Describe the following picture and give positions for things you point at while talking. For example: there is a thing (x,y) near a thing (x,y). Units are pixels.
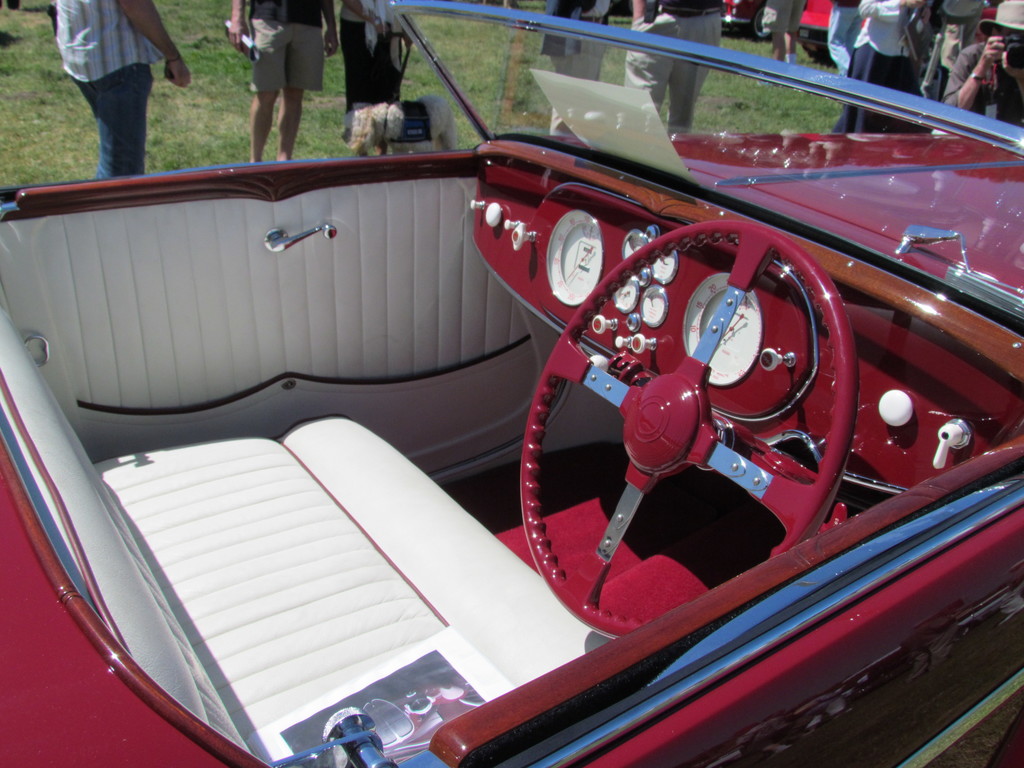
In this picture we can see vehicles (729,63) and a group of people (673,73) standing on the grass (768,47) and a man (983,89) wore a cap (994,23) and holding a camera (1021,54) with his hands (989,50) and some objects (569,105).
